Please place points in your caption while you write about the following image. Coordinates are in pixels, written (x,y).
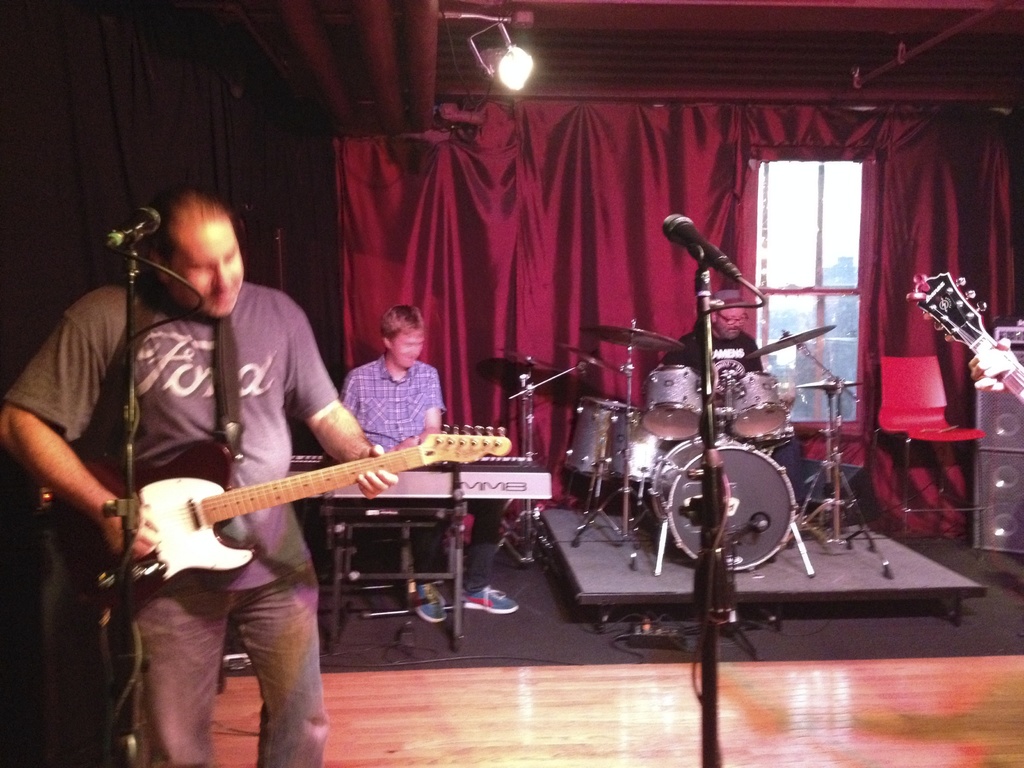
In this picture we can see man (200,250) standing near mic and holding guitar (319,485) in his hand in the background (455,397) we can see man (364,412) sitting and playing keyboard (489,469) and we have some musical instruments (689,520) and this man (727,350) is playing drum (746,399), red color curtain (661,229) to the window (815,204), lamp (498,78), chair (921,374), speakers (985,428) and this is the floor (586,711).
